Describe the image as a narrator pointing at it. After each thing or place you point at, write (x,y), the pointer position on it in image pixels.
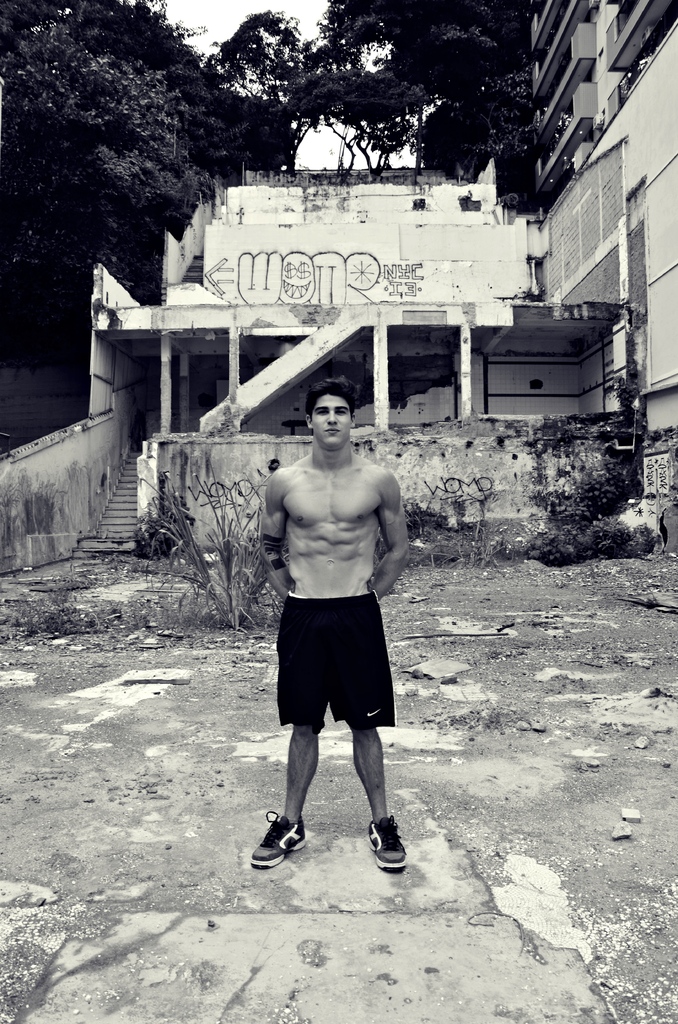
In this picture there is a man (310,636) standing and we can see building (456,406), plants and trees (256,97). In the background of the image (231,14) we can see the sky (222,17).
